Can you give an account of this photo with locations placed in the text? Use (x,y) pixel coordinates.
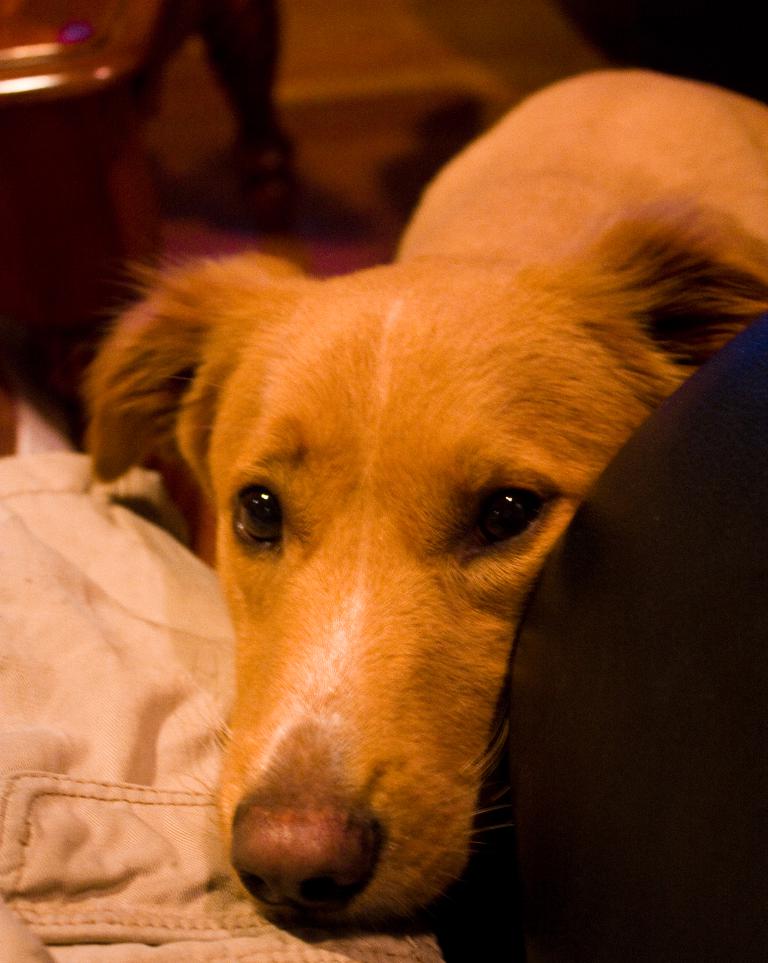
In the center of the image (507,453) there is a dog (406,742). To the left side of the image (41,748) there is a white color cloth (168,826). To the right side of the image (608,666) there is a black color cloth (604,774).
